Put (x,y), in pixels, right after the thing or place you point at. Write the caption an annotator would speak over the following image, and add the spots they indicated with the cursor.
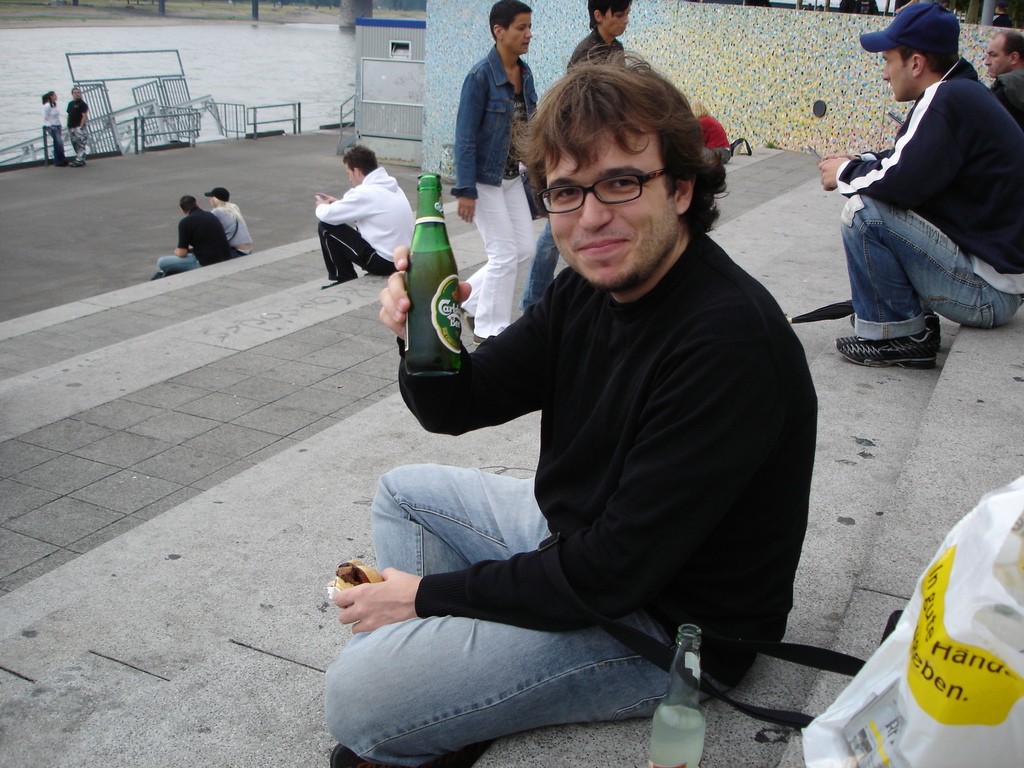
There is a man (588,489) wearing a black shirt (611,595) and blue jeans (544,679). He is holding a beer bottle (449,329) and sitting. At background (499,227) i can see group of people (934,150) sitting and standing. there is water (270,75) like a lake (294,53). I can see bottle (673,724) which is kept on the floor (707,751). At the right corner of the image (992,566) I can see a polythene bag (938,655) which is placed on the floor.
